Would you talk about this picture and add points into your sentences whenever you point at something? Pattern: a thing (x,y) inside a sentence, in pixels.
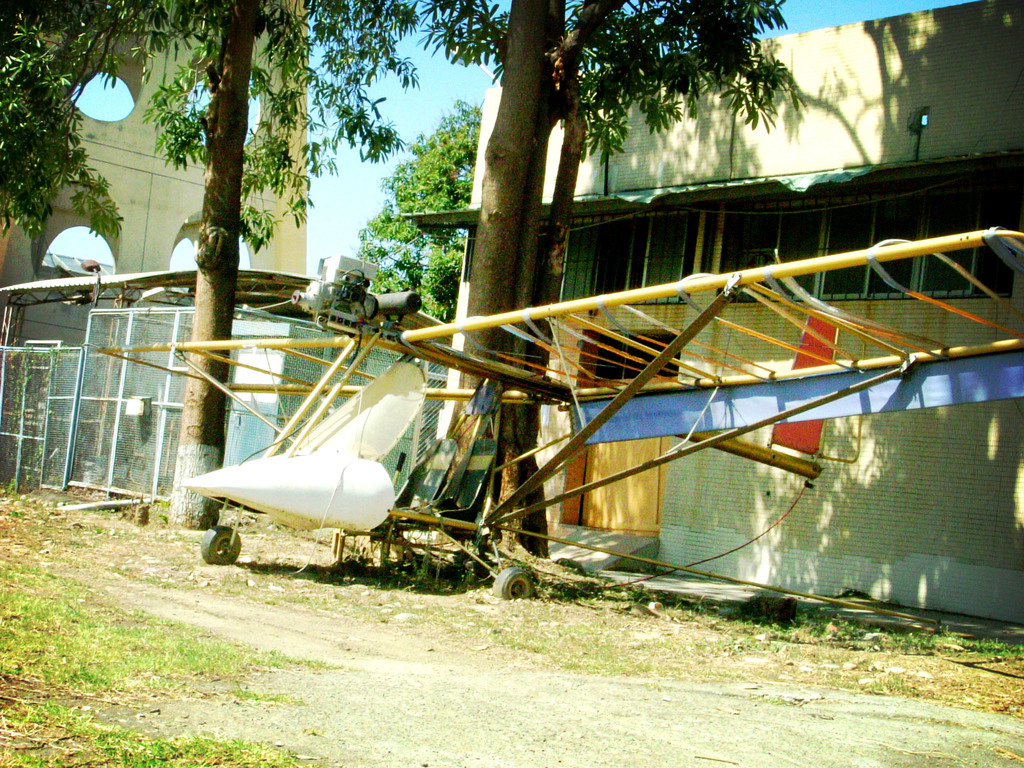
In this image I can see a vehicle (541,377) in white color and I can also see a wing frame (779,387). Background (670,308) I can see trees (158,143) in green color, fencing (126,326), a building (727,130) in white color, few windows (756,213) and the sky (444,68) is in blue color.
